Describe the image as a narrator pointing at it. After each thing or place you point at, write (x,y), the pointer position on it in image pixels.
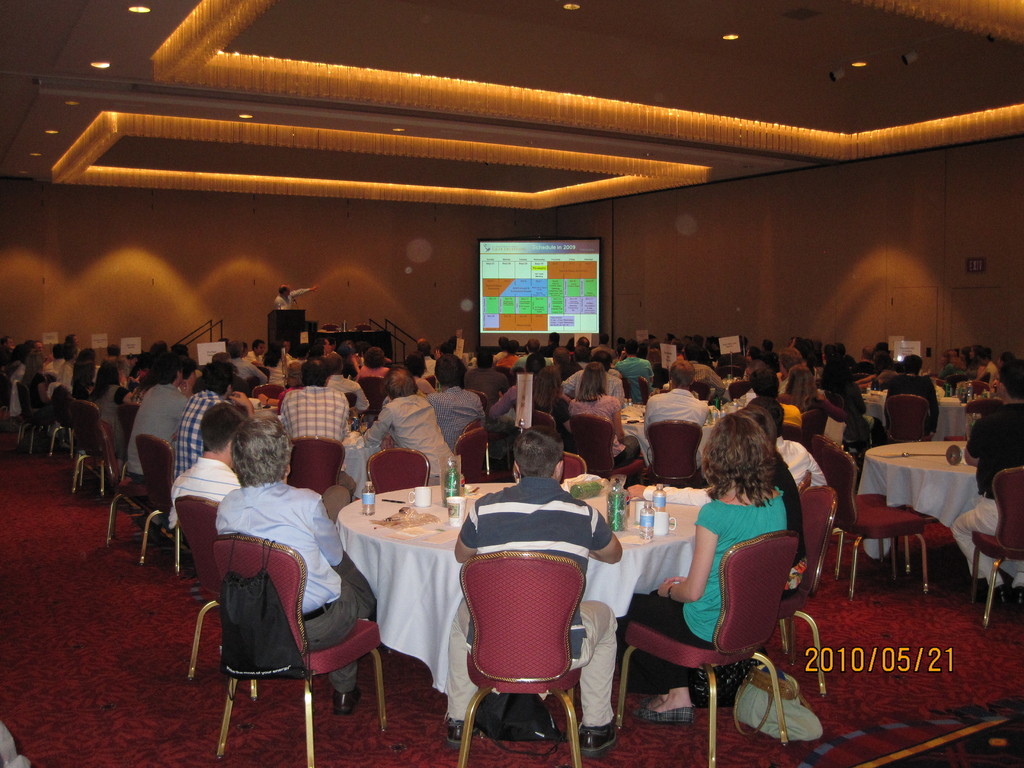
This image looks like it is taken in a conference. There are many people (252,455) sitting in the chairs (278,552) around the table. In the background (518,263), there is a screen (482,278). To the left (297,319), there is a man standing near the podium (285,327) and talking. At the top (417,73) there is a slab (399,175), on which light (423,199) is fixed. At the bottom (139,682) there is a floor mat (77,638) in red color.
